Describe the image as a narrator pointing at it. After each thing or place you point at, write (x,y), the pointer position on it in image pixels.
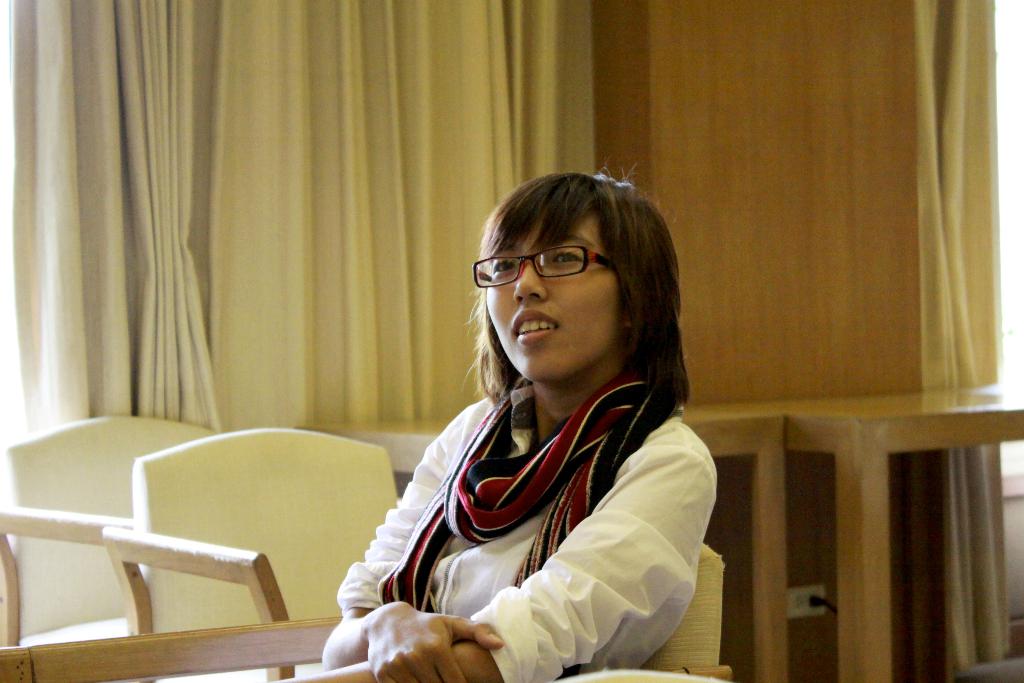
In this picture we can see a woman (506,520) wore scarf (516,462), spectacle (566,251) and sitting on chair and beside to her we have chairs (256,495), tables (976,403) and in the background (719,130) we can see wall (865,391), curtains (192,220).
